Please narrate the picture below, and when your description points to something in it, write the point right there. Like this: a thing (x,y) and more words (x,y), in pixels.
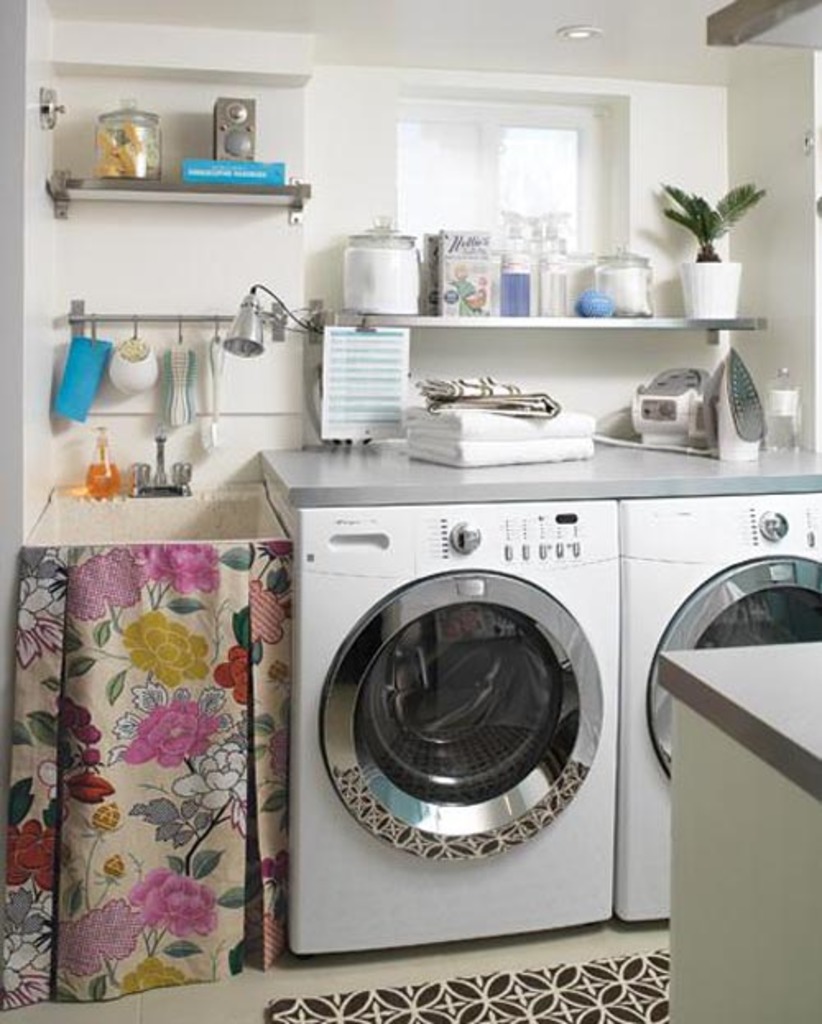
In this image, in the middle (509,669) there are two washing machines (606,726), iron box (723,420), clothes (450,402), shelves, vessels (137,125), plant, window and a wall (682,354).
